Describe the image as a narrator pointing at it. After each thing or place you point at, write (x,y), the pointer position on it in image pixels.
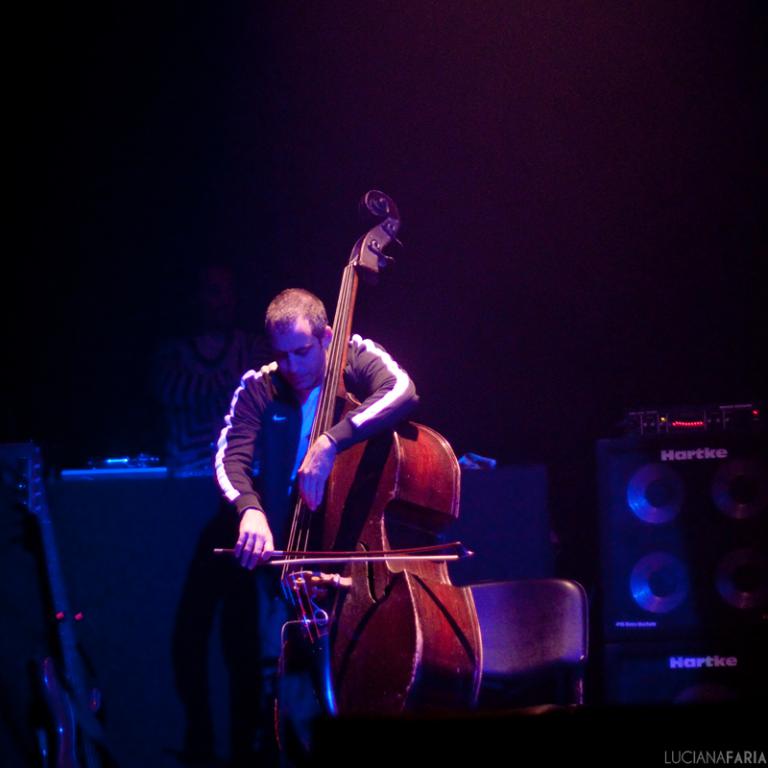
In this image I can see a person (315,459) holding a double bass (432,440) and wearing a dark color jacket (261,446), in the back ground (710,473) I can see there are some musical instruments (672,478) kept, and there is a chair (544,644) visible on the middle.
